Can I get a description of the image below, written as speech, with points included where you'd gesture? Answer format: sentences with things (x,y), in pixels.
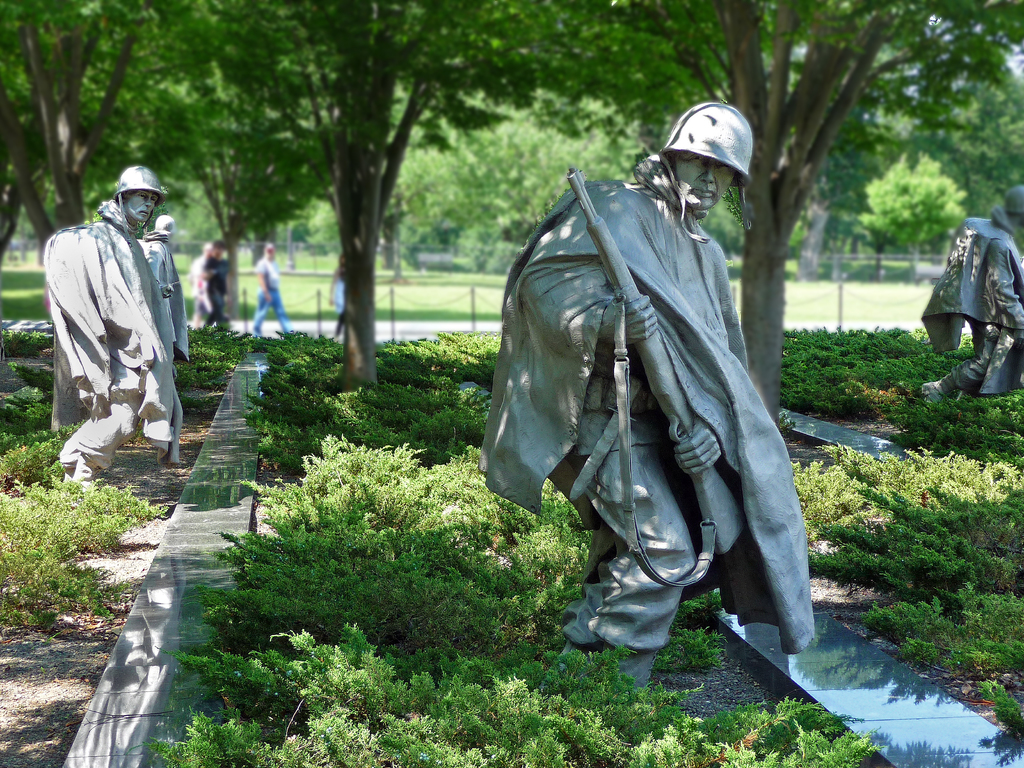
In this picture we can see few plants (404,389) and statues (713,261), in the background (353,260) we can find group of people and trees (364,142).
